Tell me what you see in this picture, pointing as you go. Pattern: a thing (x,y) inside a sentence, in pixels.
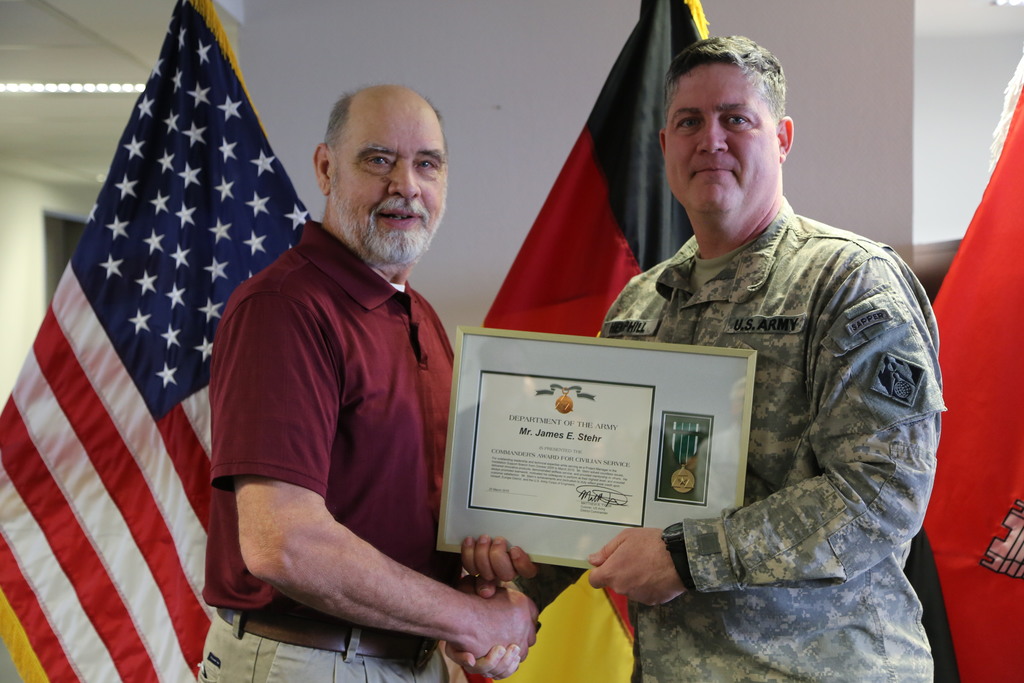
In the center of this picture (389,381) we can see the two persons (285,310) holding an object (568,476), shaking their hands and standing. In the background (954,115) we can see the roof (80,44), ceiling lights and we can see the wall (536,68) and flags (1001,173).
